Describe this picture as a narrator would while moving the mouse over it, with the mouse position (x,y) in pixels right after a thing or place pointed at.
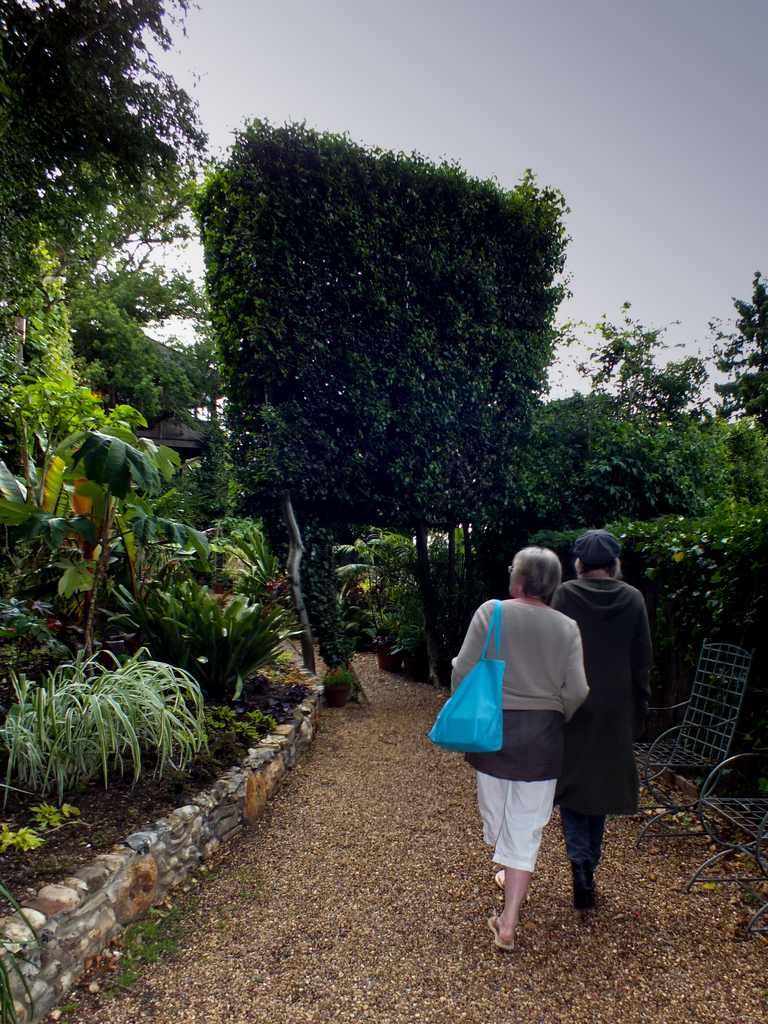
In this image we can see two persons (583,679) walking on the ground (338,819), there are two chairs (697,709) beside the person (627,655), a person (531,643) is wearing a handbag (496,676) and there are few trees (334,388) and the sky (556,100) in the background (412,79).
